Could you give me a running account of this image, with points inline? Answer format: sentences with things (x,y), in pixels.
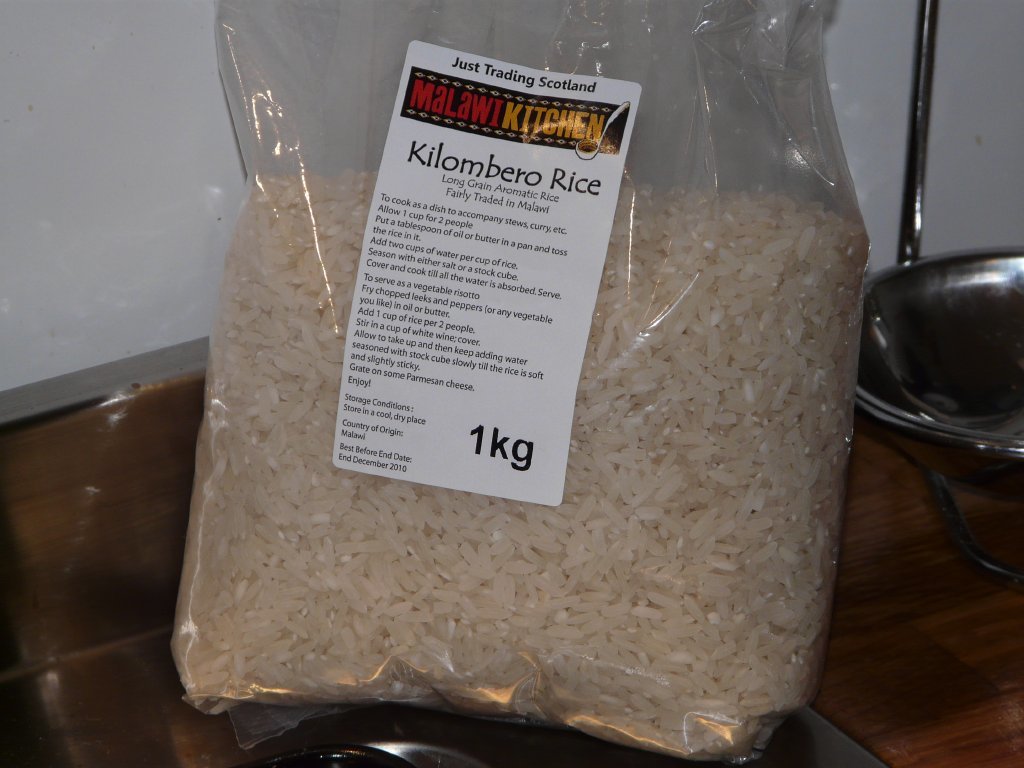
In the image there is a packet (338,263) with rice grains (420,580). On the packet (429,607) there is a sticker (396,131) with some text (472,385). On the right side of the image (906,325) there is an object (945,256) on the wooden surface (925,625).
